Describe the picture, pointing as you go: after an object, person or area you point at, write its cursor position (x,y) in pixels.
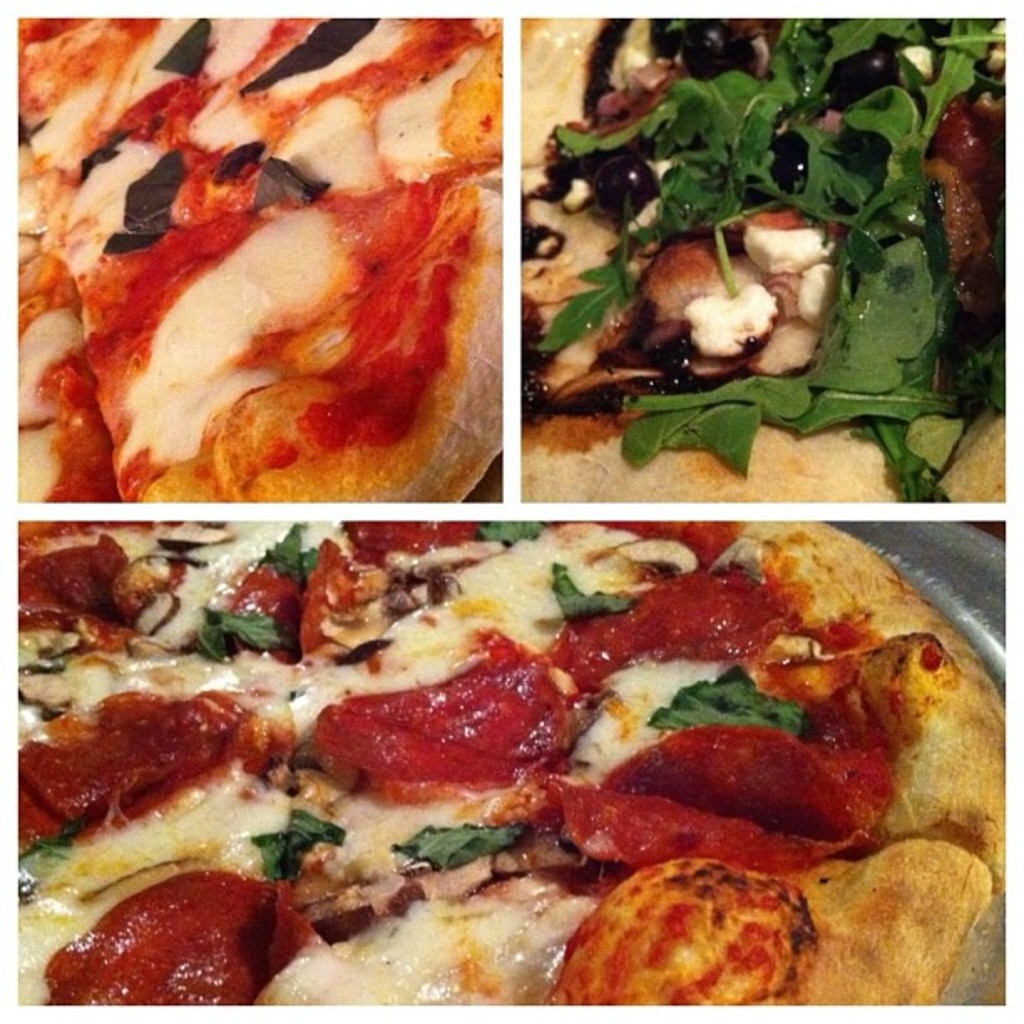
This image is a collage image as we can see there is a pizza image (605,766) in the bottom of this image (473,714) and on the top of this image (535,187) as well.
